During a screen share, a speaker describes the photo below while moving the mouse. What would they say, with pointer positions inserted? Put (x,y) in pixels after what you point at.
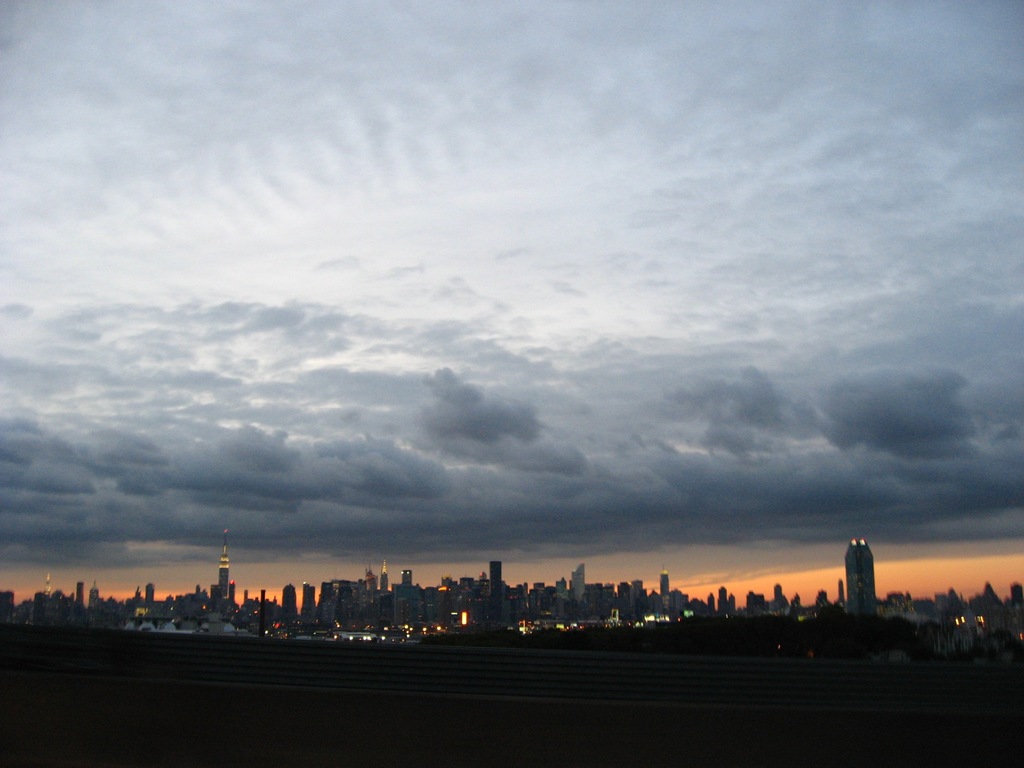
This image consists of many buildings (457,589) and skyscrapers (668,609). At the top (271,202), there are clouds (537,441) in the sky (472,457). At the bottom (312,724), there is darkness.
